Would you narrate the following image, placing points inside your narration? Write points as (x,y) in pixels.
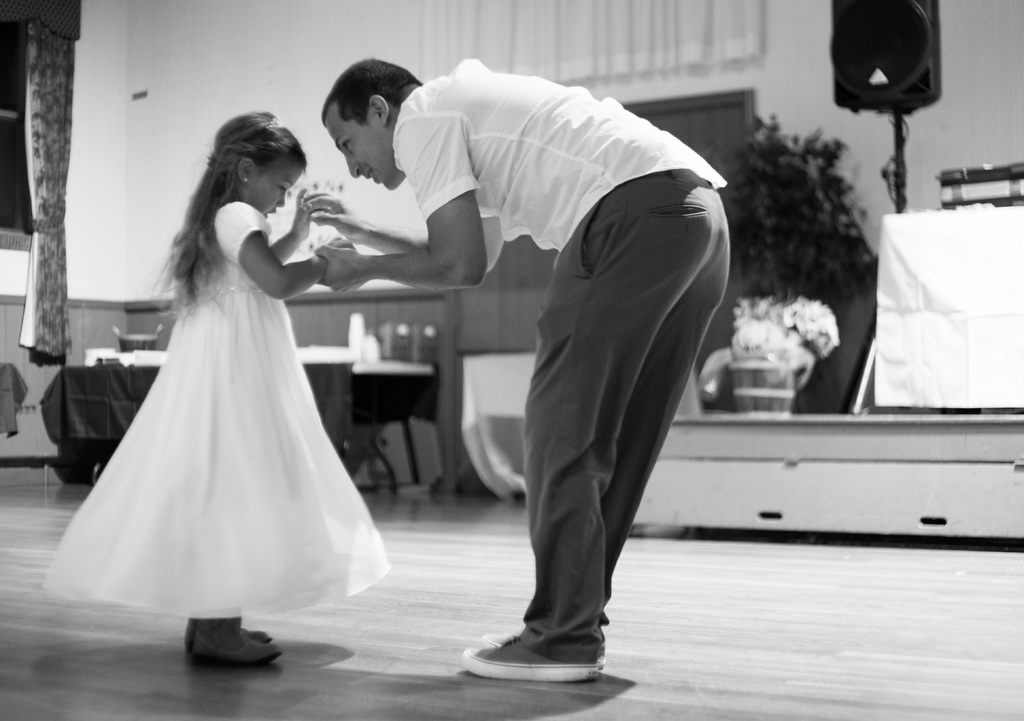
It is a black and white picture. In the center of the image (576,320) we can see one girl (276,330) and one man (449,282) standing. In the background (962,253), we can see tables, tablecloths (973,247), plants (839,186), one stand (897,149), one speaker (831,49), curtains (666,11), cupboards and a few other objects (403,355).
